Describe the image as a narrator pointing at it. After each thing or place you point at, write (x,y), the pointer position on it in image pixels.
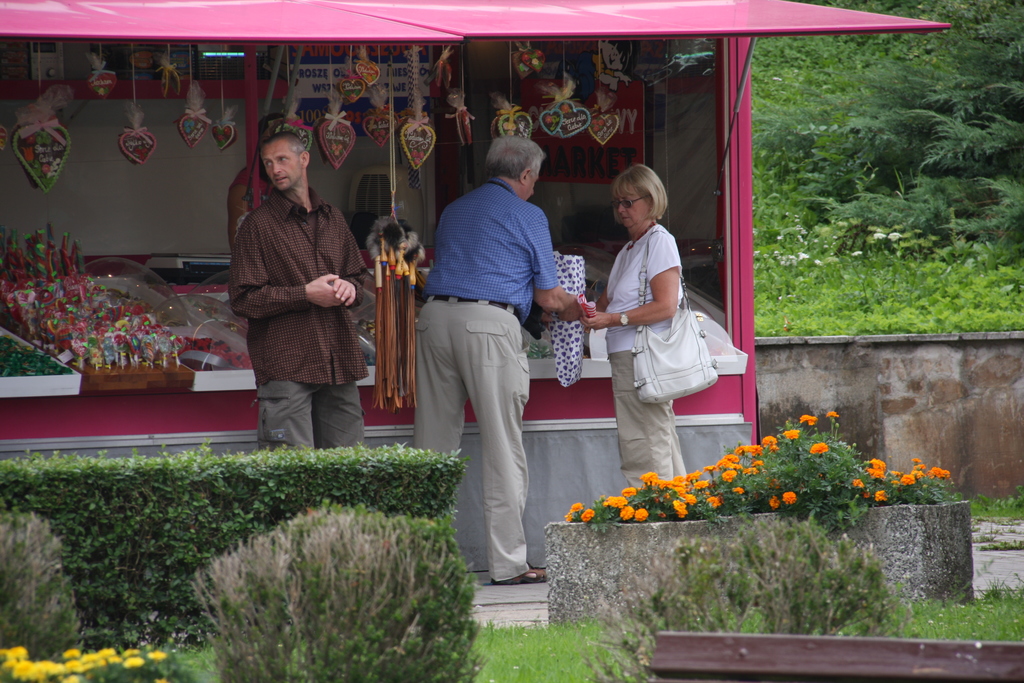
This image consists of three persons (285,310). On the right (686,313), the woman (635,424) is wearing a handbag (646,390). At the bottom (358,675), there are plants (653,622) along with flowers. In the background (104,226), we can see a shop (180,251). On the right (884,223), there are trees (970,233).
